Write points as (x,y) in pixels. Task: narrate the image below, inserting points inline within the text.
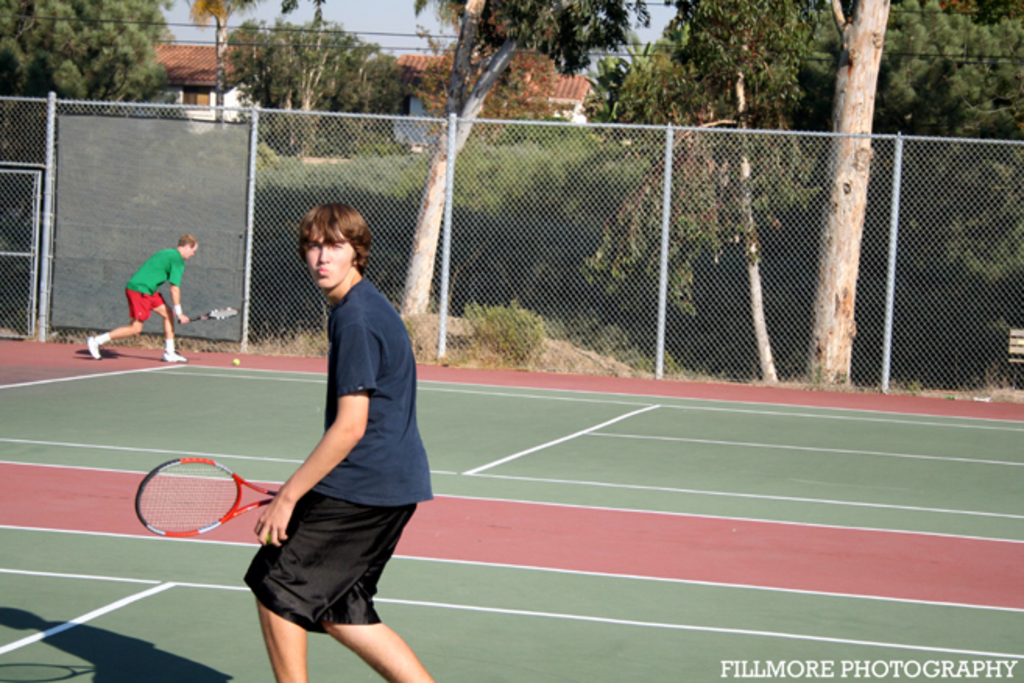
a person (361,398) is standing in a blue t shirt (390,496) holding a racket (185,511). behind him there is another person (154,298) wearing green t shirt (143,287). behind them there is a fencing (918,192) and trees (707,80). at the back (191,88) there are buildings (200,79).
